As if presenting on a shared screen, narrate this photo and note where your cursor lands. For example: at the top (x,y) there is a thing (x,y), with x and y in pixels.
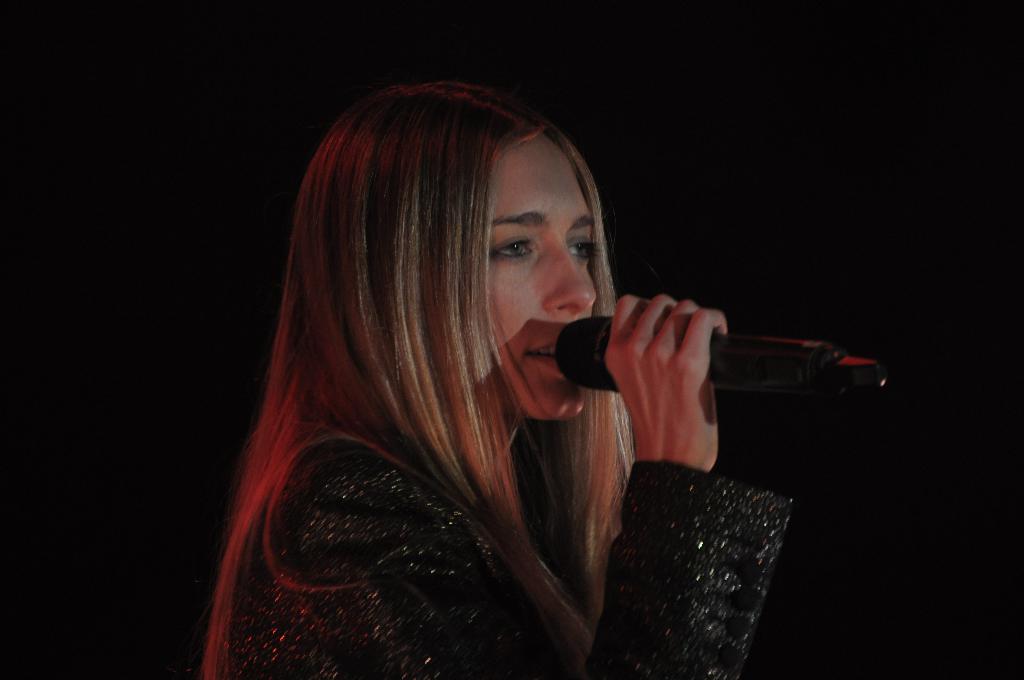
Here we can see a woman (411,381) holding a microphone (594,377) in her hand (640,354).
